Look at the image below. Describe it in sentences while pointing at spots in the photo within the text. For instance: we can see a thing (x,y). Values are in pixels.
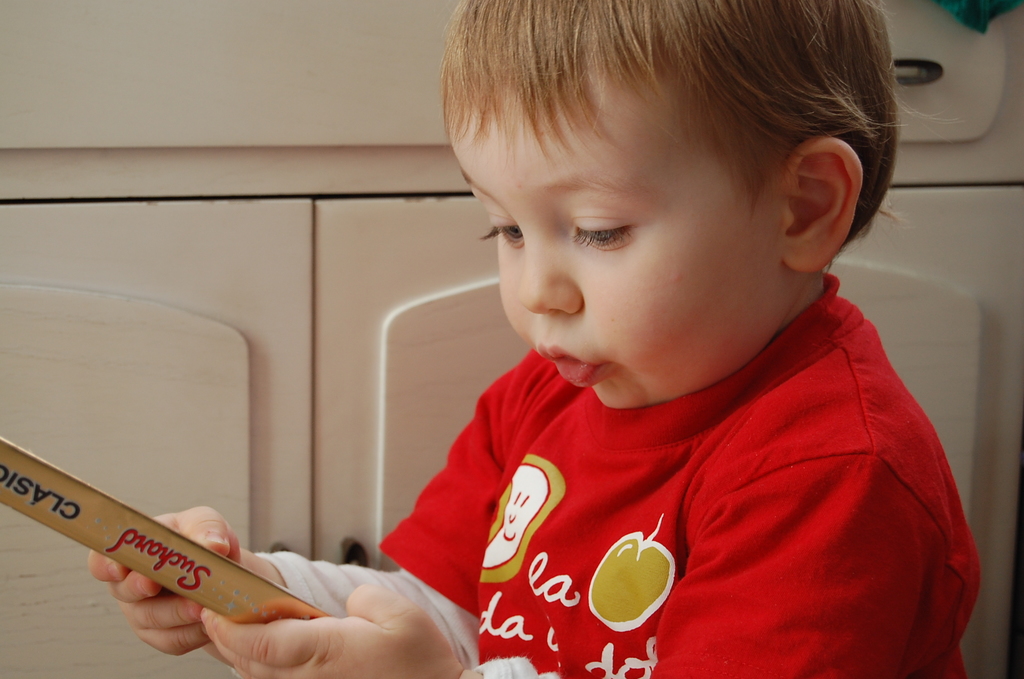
In this image we can see a kid (483,395) holding an object (307,615).
